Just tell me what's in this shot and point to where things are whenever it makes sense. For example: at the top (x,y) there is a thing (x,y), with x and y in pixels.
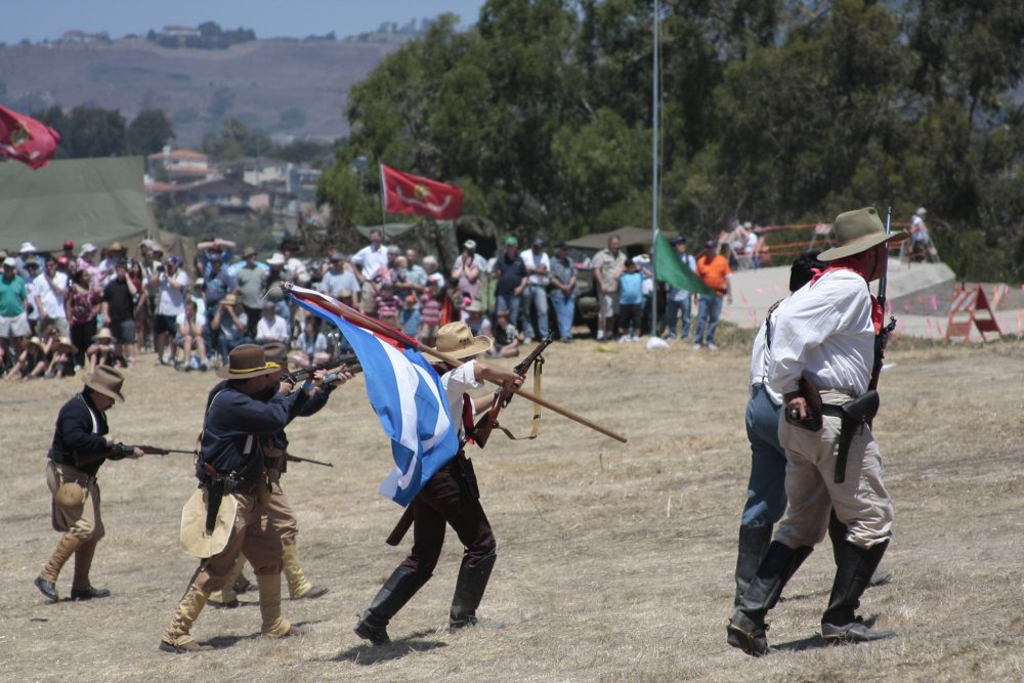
In this image I can see few persons (251,472) holding weapons (295,382). In the background (625,321) there are few people (624,296). I can see few trees (566,195).
